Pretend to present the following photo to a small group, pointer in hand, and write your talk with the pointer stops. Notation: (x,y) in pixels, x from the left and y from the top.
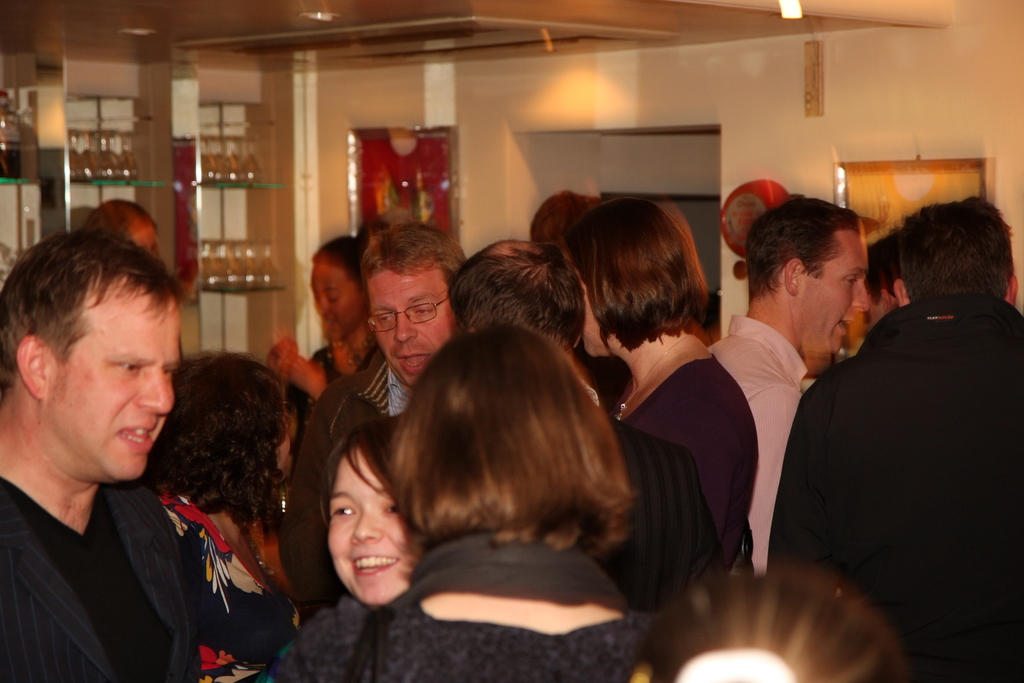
In this image, I can see a group of people (619,267). In the background (391,209), there are glasses (224,253) in the racks (240,194) and two photo frames (418,197) attached to the wall (909,130). At the top of the image (347,47), I can see an object (457,23) attached to the ceiling (745,13).
